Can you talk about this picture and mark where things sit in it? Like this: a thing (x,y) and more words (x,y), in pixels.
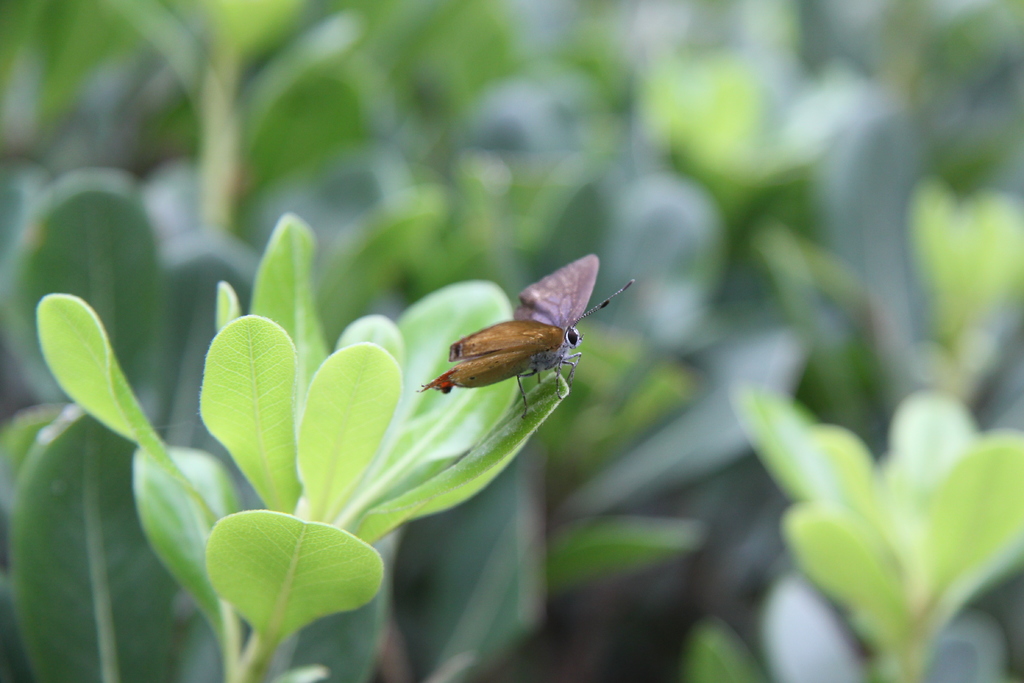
In the picture we can see a plants (820,440) with a leaves (948,326) on it we can see a moth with wings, legs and antenna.
